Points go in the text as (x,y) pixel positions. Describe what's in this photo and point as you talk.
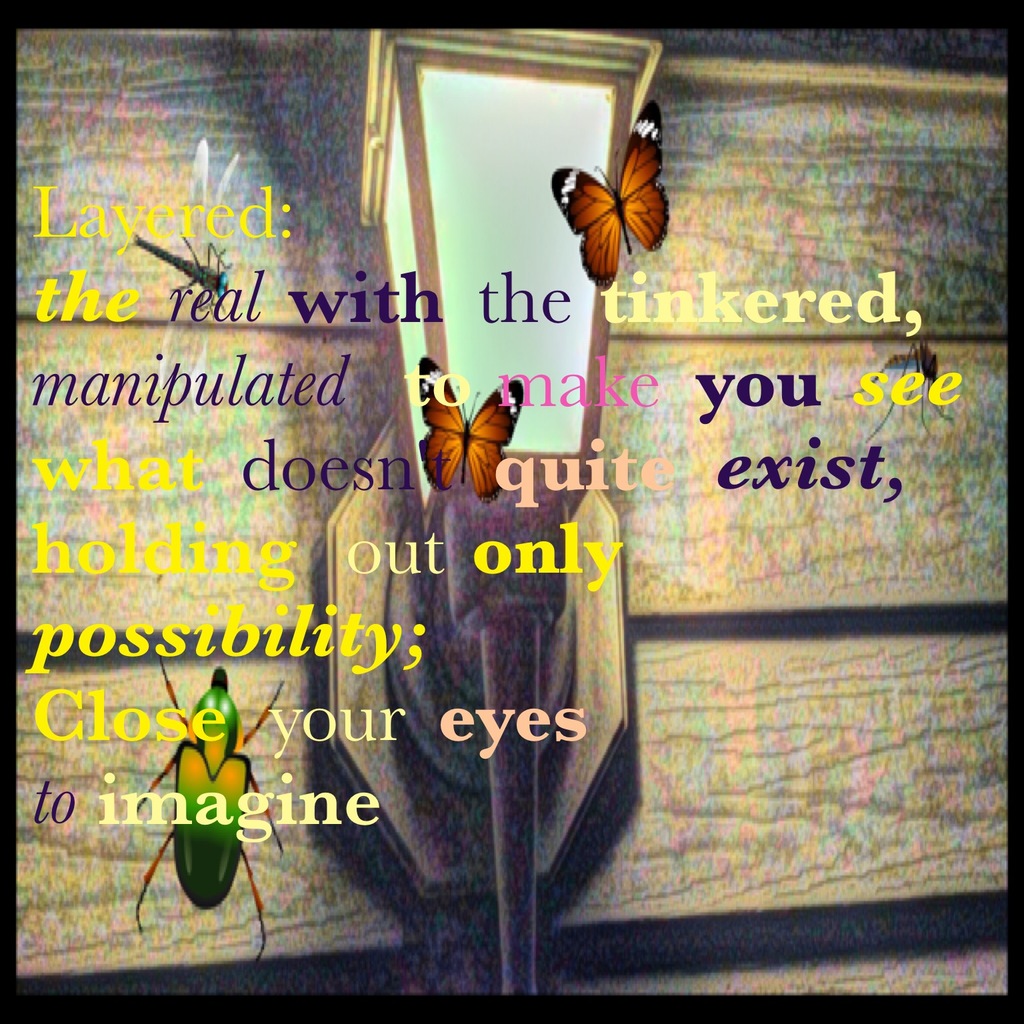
This image is an animated image. In the middle of the image (502,359) there is a pole (508,975) with a light (478,306). There are two butterflies (517,393), there is a bug (187,845) and there is a text (194,308) in the image. In the background (778,727) it seems to be a wooden surface (276,177).
